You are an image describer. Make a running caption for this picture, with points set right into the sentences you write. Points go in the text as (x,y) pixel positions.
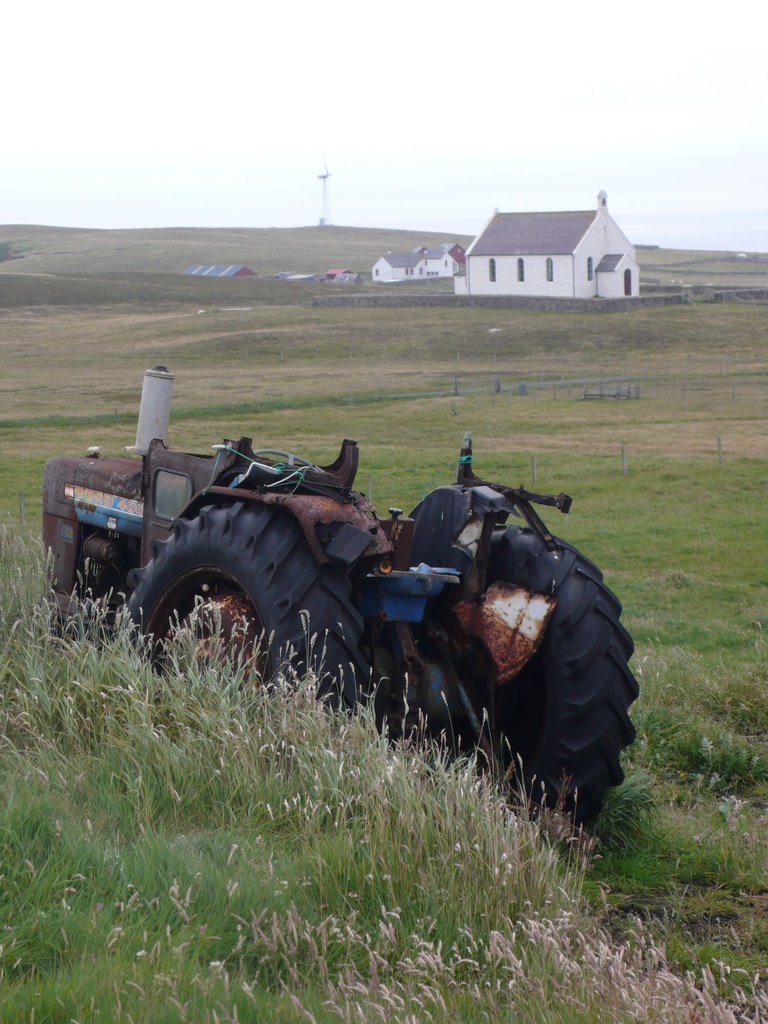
In this picture we can see a vehicle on the ground (481,826), here we can see grass (477,827), houses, pole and we can see sky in the background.
